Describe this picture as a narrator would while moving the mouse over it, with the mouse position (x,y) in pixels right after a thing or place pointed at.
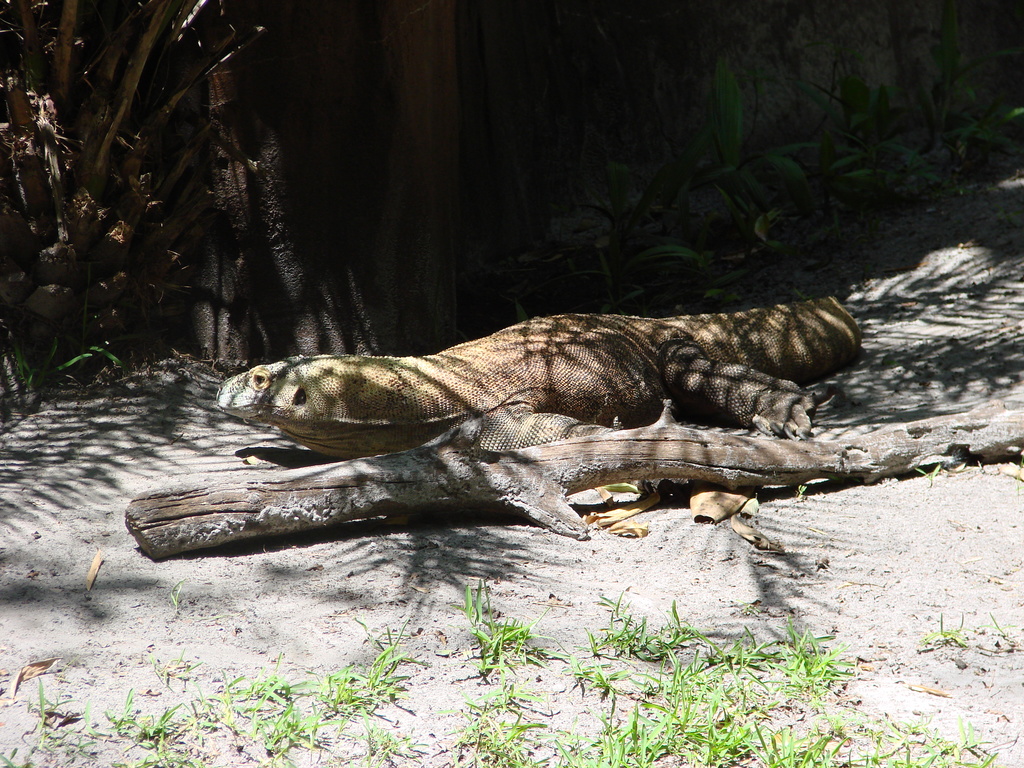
The picture is taken in a zoo. In the center of the picture (495,346) there is a dragon lizard (590,393). In the foreground (439,620) there is grass (690,723), mud (651,561) and trunk (497,468). At the top (517,198) there are plants (761,173), rock (765,47) and tree (60,216). It is sunny.
